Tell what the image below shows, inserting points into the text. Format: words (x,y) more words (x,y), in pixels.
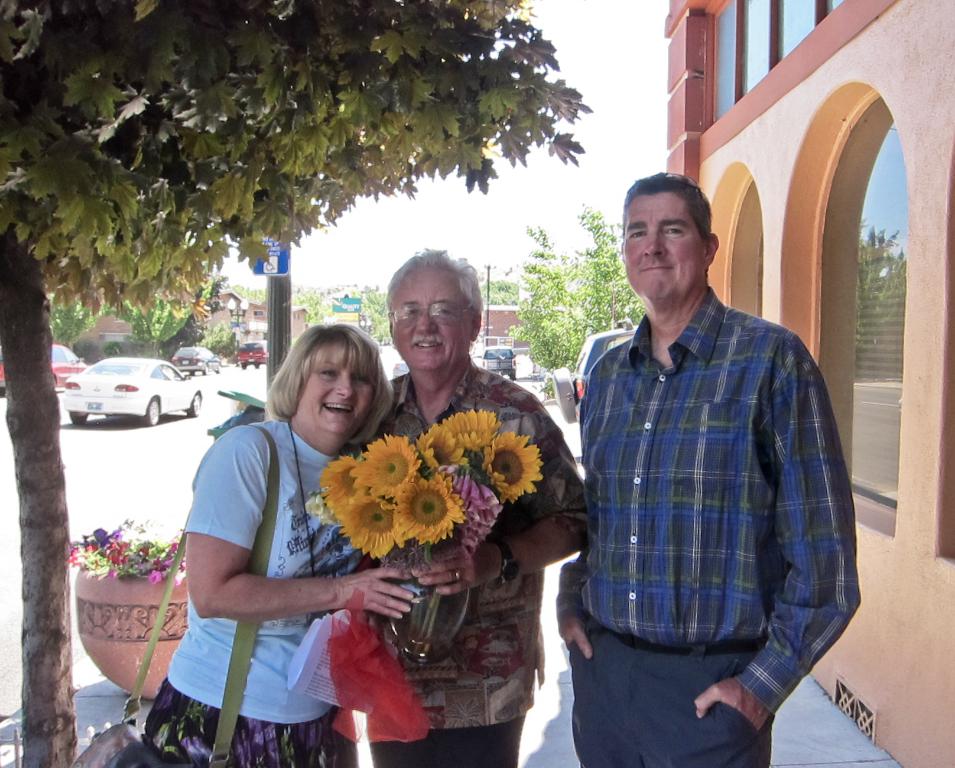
Here we can see three persons (628,627). They are smiling and one man (493,667) has spectacles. Two of them are holding a flower vase (475,502) with their hands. There are vehicles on the road (181,516). Here we can see plants (153,574), trees (157,319), boards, poles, and building (853,340). In the background (646,48) there is sky (629,176).
